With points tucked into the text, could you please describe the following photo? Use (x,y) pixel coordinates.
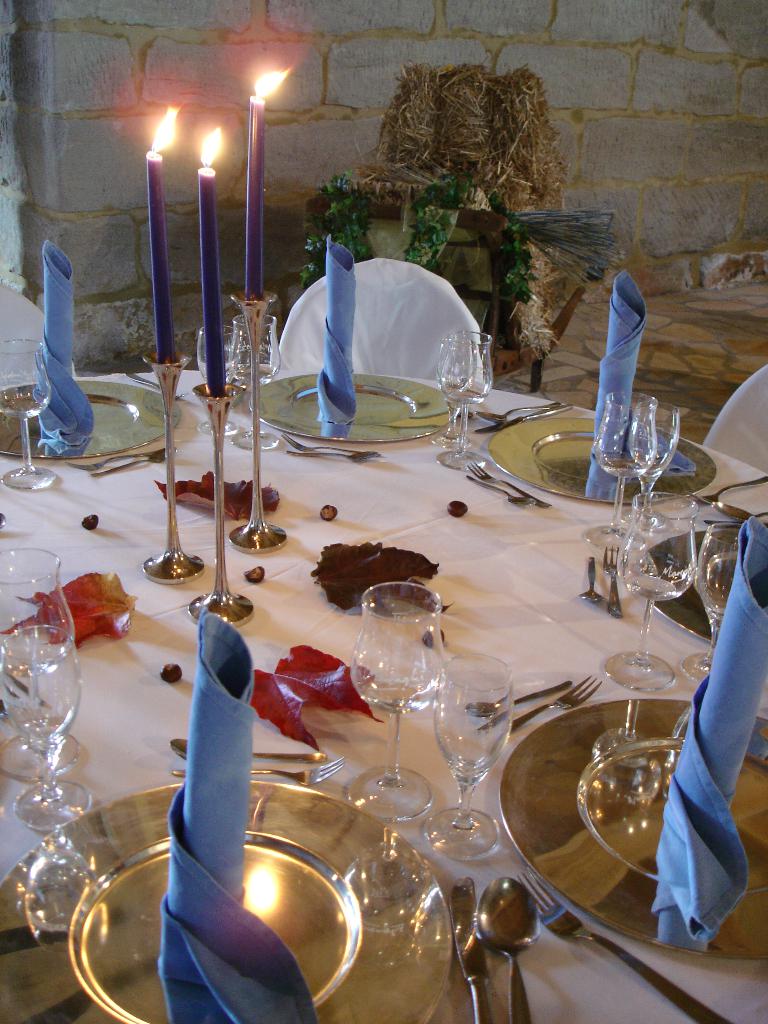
On the background (462,39) we can see wall (323,8). Here in front of the picture we can see candles (218,329) with stands (221,502), napkins (254,958) in blue colour, glasses (498,675), plates (504,459), spoons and forks (297,770) on the table (152,703). These are chairs (384,353).
